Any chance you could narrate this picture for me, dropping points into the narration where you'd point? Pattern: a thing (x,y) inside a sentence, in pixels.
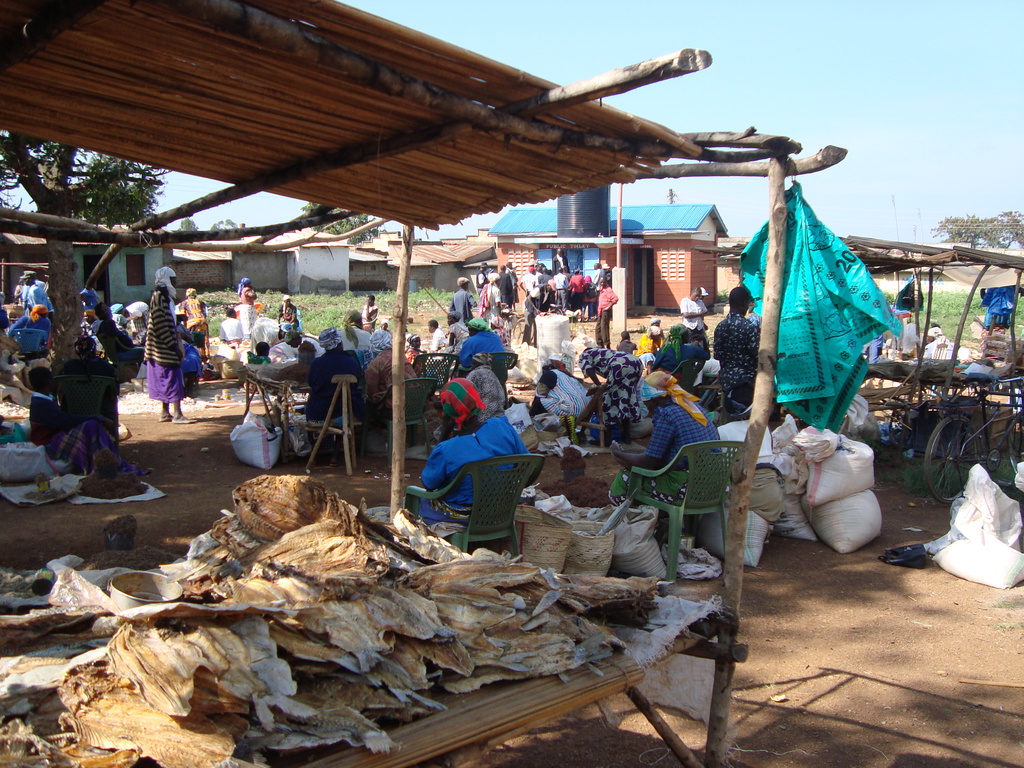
In this picture I can see there are few objects (324,642) placed on the table (324,675) and there are few bags (799,519) placed on the soil (784,561) and there are few people (462,407) sitting on the chairs (124,362) and few of them are standing and there are buildings (484,259) and trees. The sky (840,142) is clear.
